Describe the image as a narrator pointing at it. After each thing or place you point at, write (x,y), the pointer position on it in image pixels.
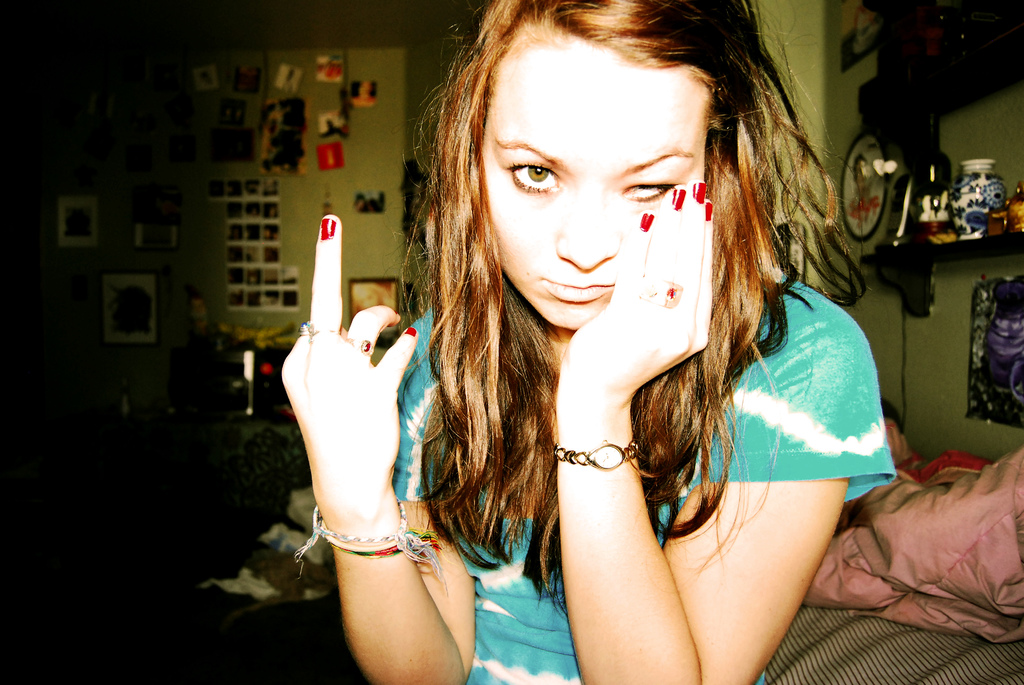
Here we can see a woman (738,518). There are clothes (928,597), bottle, and a jar (998,180). In the background (876,224) we can see wall (133,360), frames (116,292), and posters (275,208).
